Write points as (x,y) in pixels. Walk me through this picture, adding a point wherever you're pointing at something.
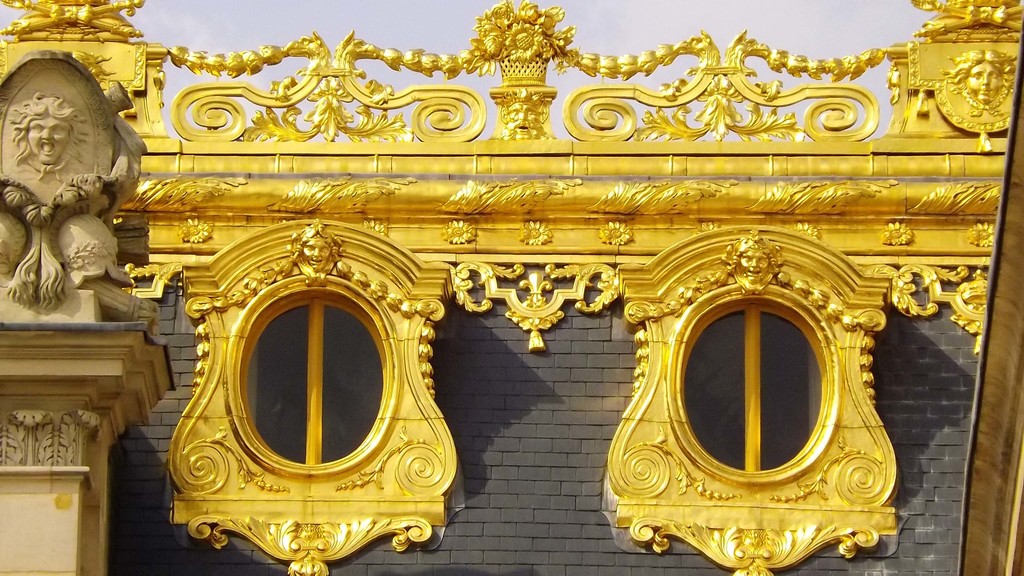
In this picture we can see a brick wall (476,517) with golden framed windows (343,334) and railing (865,95) on it. On the left side (16,140), we can see a brown pillar (46,557).
